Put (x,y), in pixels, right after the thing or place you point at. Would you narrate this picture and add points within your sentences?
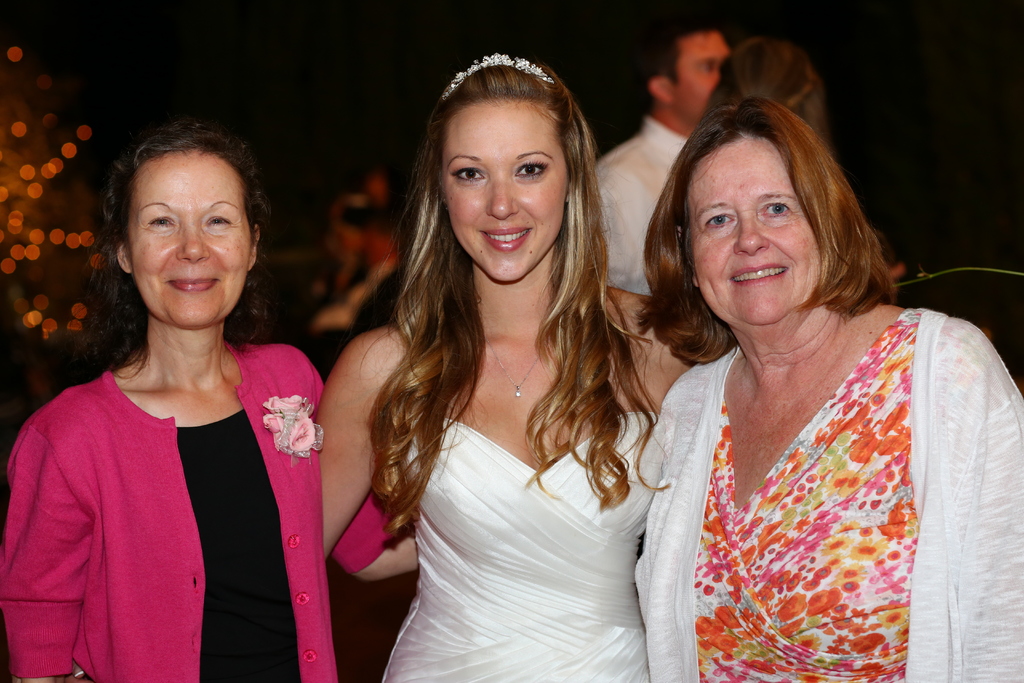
In this image, we can see some women (714,288) standing and they are smiling, in the background (651,112) we can see a man (674,119).
